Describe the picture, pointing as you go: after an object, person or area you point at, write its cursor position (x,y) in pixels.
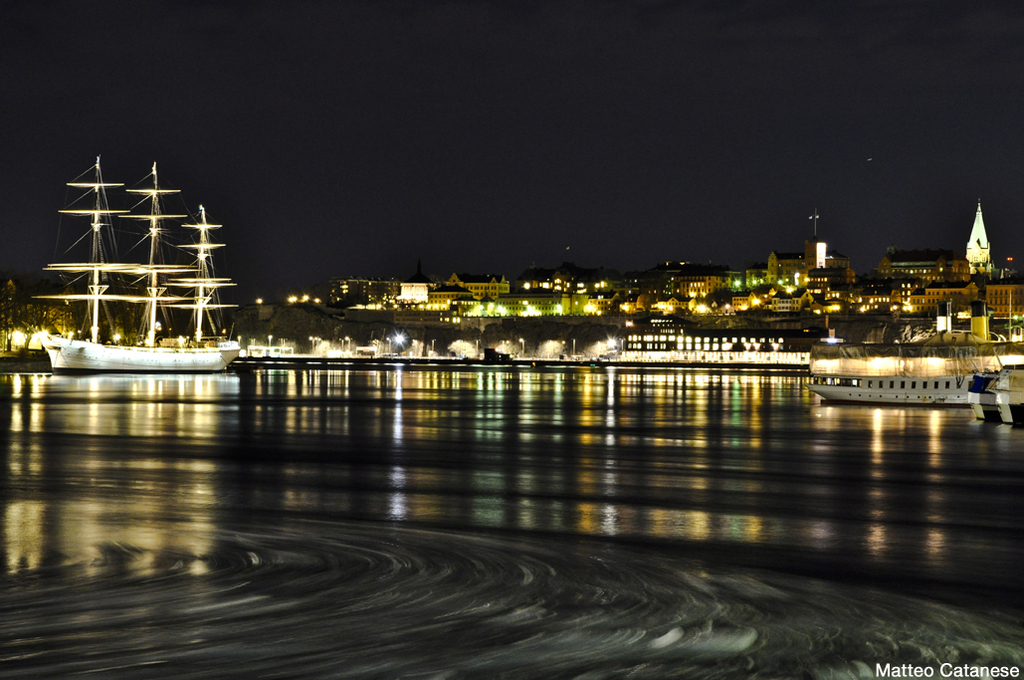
In this image may be there is water (570,424) in the middle (566,424), in which there are some boats (49,333), in the middle (514,302) there are some buildings (912,276), poles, visible, at the top (504,126) there is the sky (694,182), this picture is taken during night there are some lights (391,339) visible in the middle (413,354).
